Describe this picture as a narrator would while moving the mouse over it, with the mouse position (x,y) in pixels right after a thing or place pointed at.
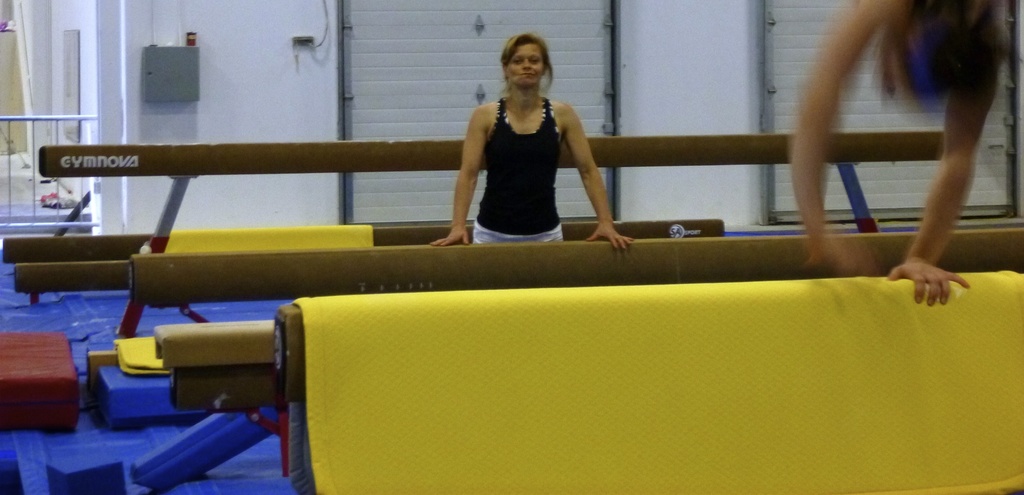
In this image we can see balancing beams (409,286). One lady (477,171) is standing. Also there are yellow color mats (210,237). One person (946,73) is doing gymnastics. In the back (312,54) there is a wall (681,69). Also there is a railing (34,137).
